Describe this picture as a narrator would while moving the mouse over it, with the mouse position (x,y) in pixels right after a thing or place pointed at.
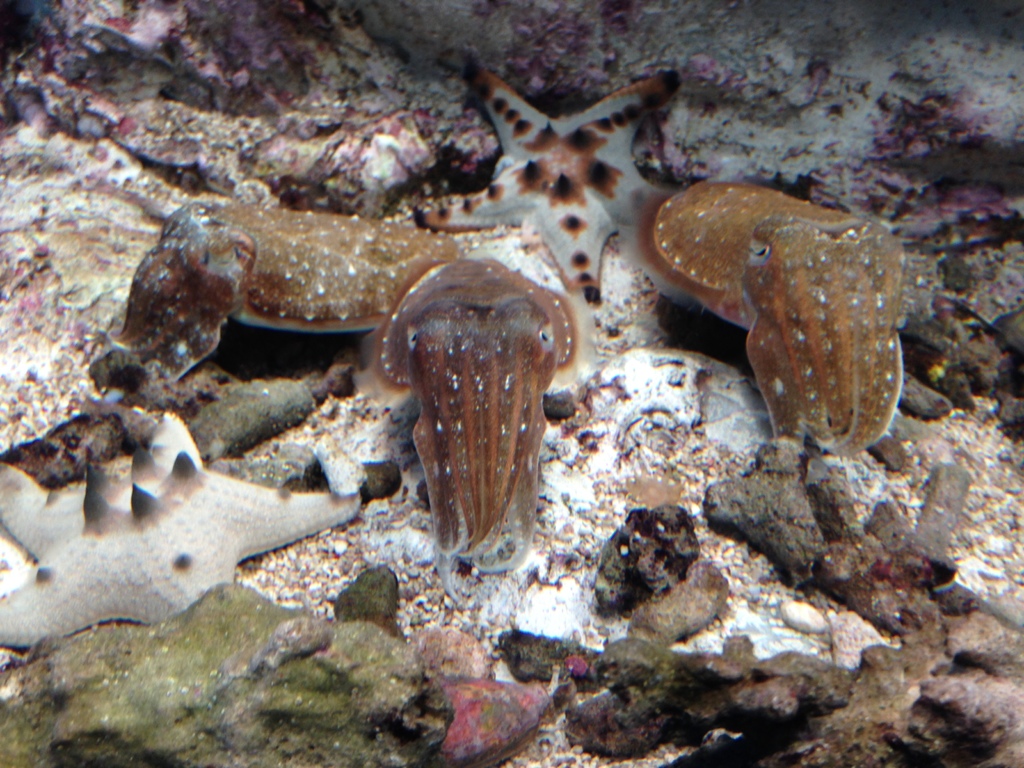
In this image I can see an underwater picture. I can see few aquatic animals (464,497) and the stones (493,675).
